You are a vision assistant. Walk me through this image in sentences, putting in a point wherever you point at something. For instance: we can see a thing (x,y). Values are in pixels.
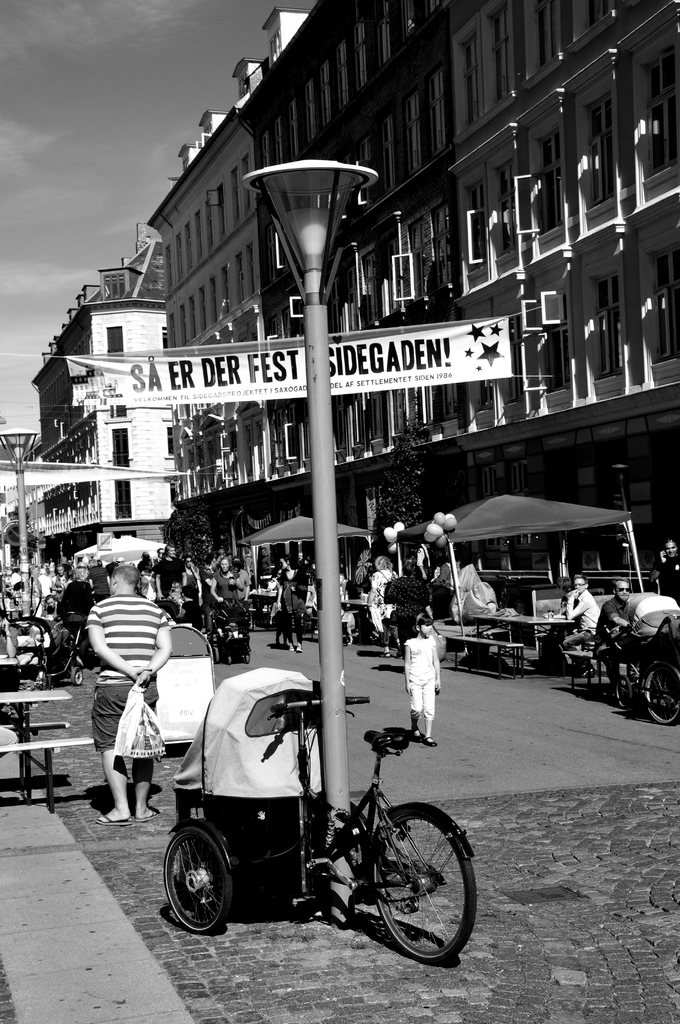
This is a black and white image. There is a building (450,298) on the top (478,209) and right side (489,72). There is a cycle (339,843) in the middle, there is a light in the middle (327,646) and there is a Banner (507,343) in the middle (370,355). There are so many people (204,569) in this image who are watching. There is a sky (105,124) on the top left corner (128,133).
